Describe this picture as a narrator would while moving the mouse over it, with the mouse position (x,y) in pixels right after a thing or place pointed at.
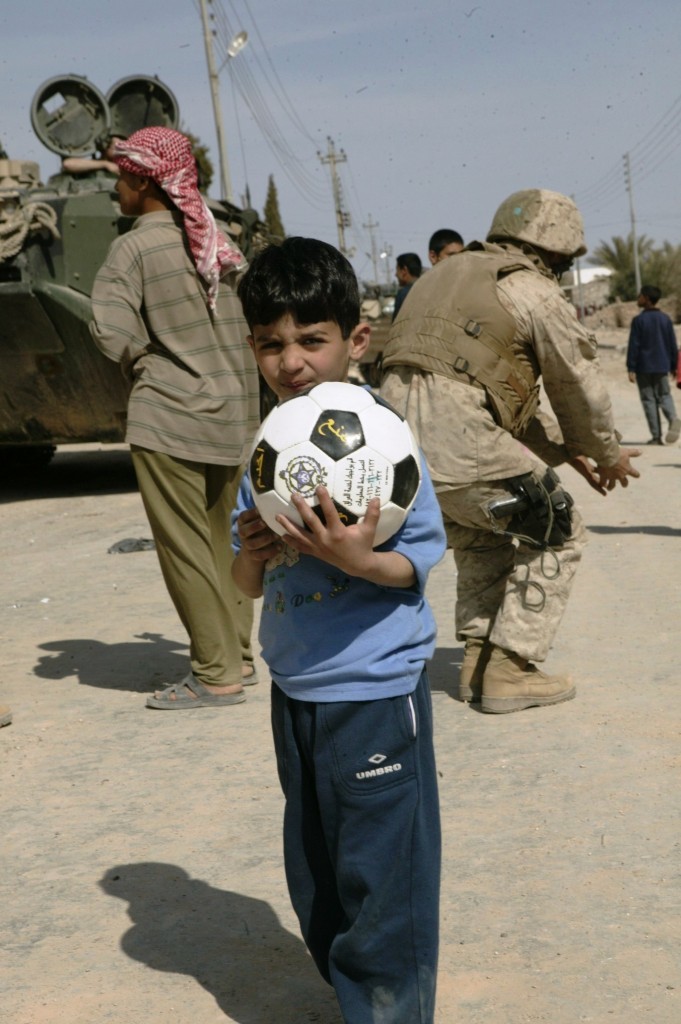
As we can see in the image there is a sky (424,141), current pole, street lamp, vehicle (77,232), few people (672,373) here and there and the boy (346,314) who is standing here is holding ball (325,516).
